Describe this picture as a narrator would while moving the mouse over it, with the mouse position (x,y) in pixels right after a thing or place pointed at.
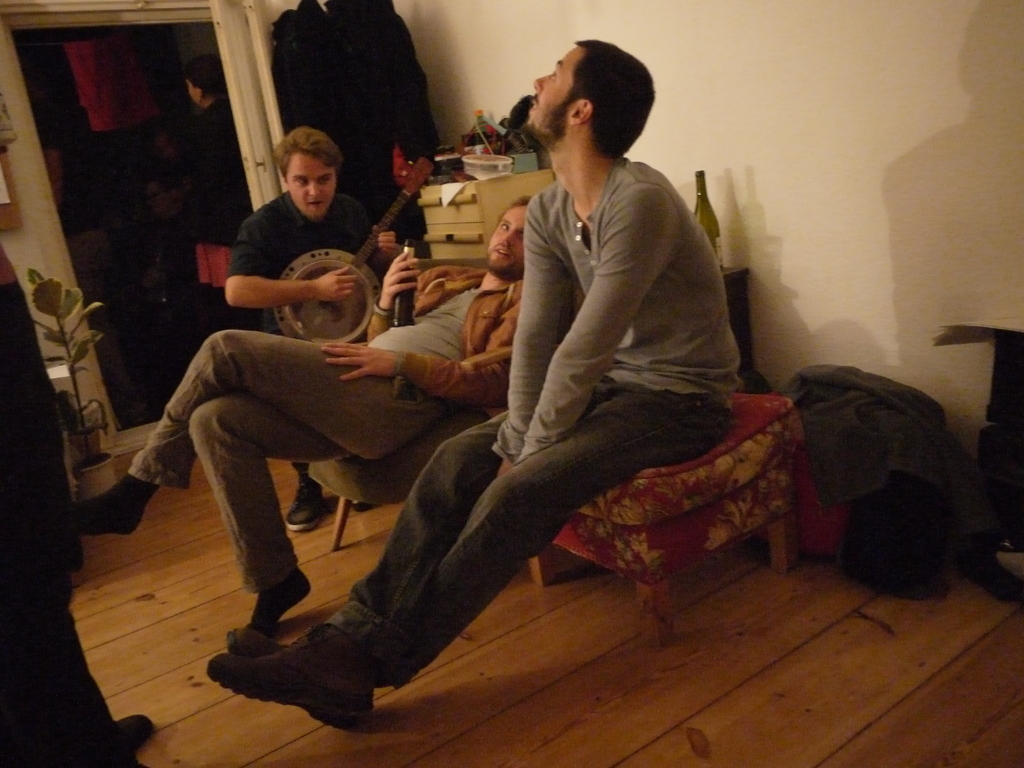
In this picture there is a man (653,244) who is wearing t-shirt (669,364), trouser (635,416) and shoe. Beside him there is another man (459,288) who is wearing jacket (482,302), t-shirt (433,324) and socks (109,517). He is sitting on the chair (356,466). Beside him there is a man (328,276) who is playing banjo (336,268). In the background (223,154) there is a woman (203,91) who is standing near to the door (241,152). Beside her there is a desk (442,211). On the desk (460,219) we can see bottles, plates (471,168), cups (479,168) and other objects (520,138). On the left (21,514) there is a man (4,415) who is standing near to the plant (52,296) and pot (86,477). On the right (861,416) there is a bag (939,468) near to the table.
